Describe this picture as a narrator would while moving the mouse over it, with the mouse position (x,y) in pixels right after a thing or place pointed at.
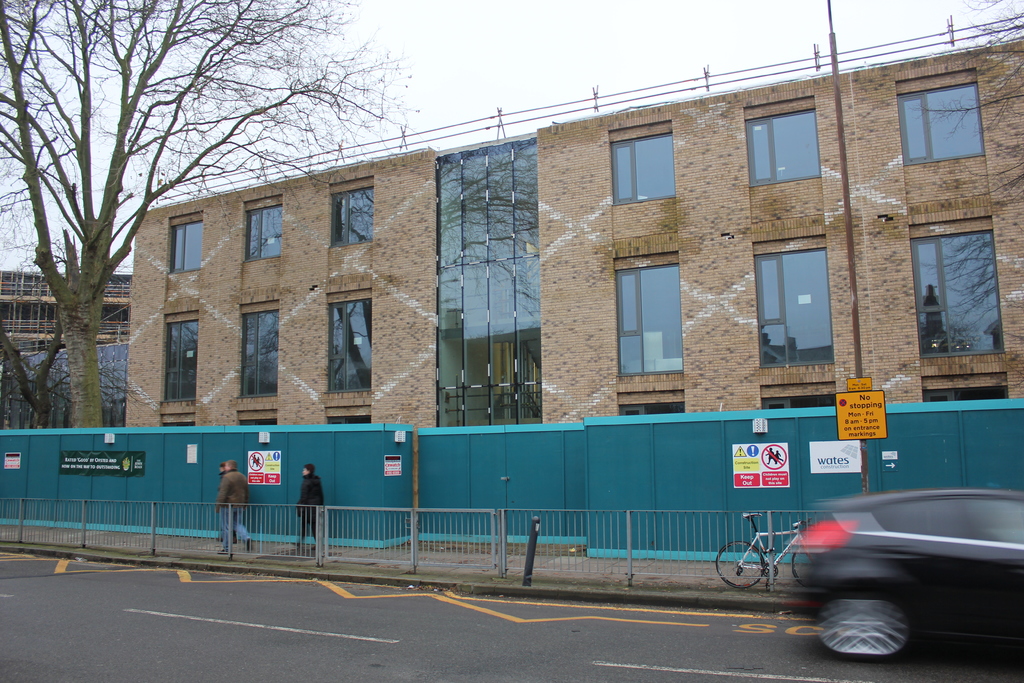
In this image I can see a vehicle (842,644) which is in black color, background (137,525) I can see few persons (307,501) walking, a bicycle (782,535), railing (782,547), few boards (788,452) and papers (838,452) attached to the shed (710,465) and the shed (634,465) is in green color. I can also see a building (452,257) in brown color, a dried tree (274,153) and the sky (543,65) is in white color.
